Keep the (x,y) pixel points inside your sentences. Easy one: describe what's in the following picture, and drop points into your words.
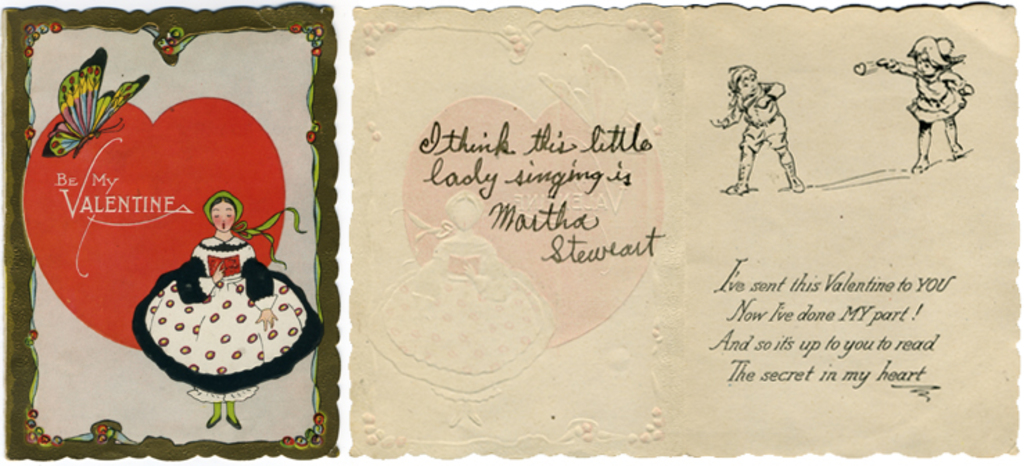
In this picture we can see a greeting card (268,186). We can see a butterfly (114,105) and a lady (179,328) singing on this card (441,354). There is a girl (921,62) throwing heart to a person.
